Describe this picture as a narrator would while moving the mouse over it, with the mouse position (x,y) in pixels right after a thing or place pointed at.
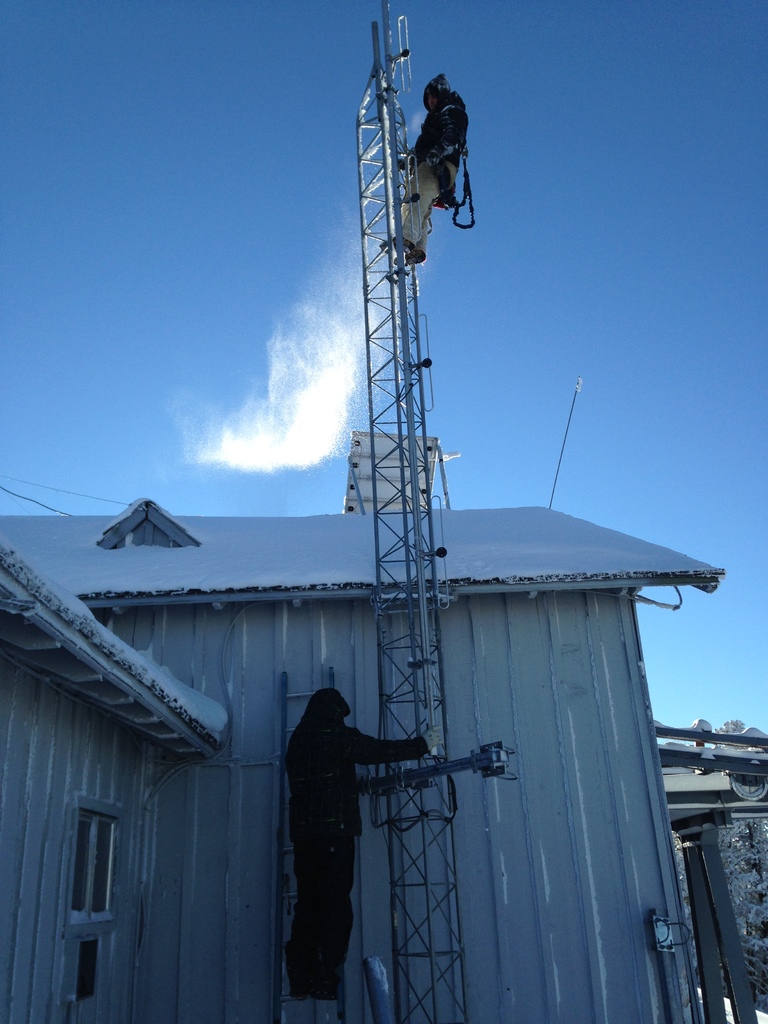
In this image I can see two people (339,869). One person (457,157) is on the tower (384,610) and another person (305,855) is on the ladder (277,941). To the side I can see the house (106,756) with windows (83,881). In the background (130,468) I can see the snow (273,340) and the blue sky (301,192).
